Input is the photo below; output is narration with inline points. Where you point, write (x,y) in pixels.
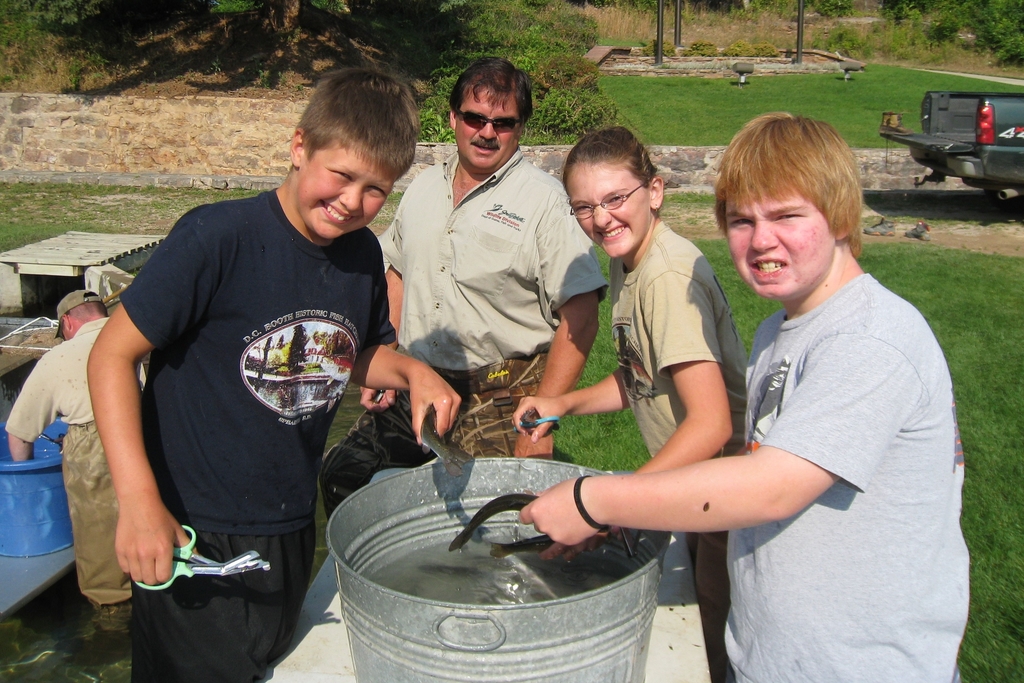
In this image there are some persons (665,321) are standing as we can see in the middle of this image (463,270) and there are some trees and some plants (928,35) in the background (668,58) and there is one vehicle (923,152) at right side of this image (970,98) and there is one person (94,469) standing at left side of this person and there is one object (401,531) at bottom of this image (490,586).
